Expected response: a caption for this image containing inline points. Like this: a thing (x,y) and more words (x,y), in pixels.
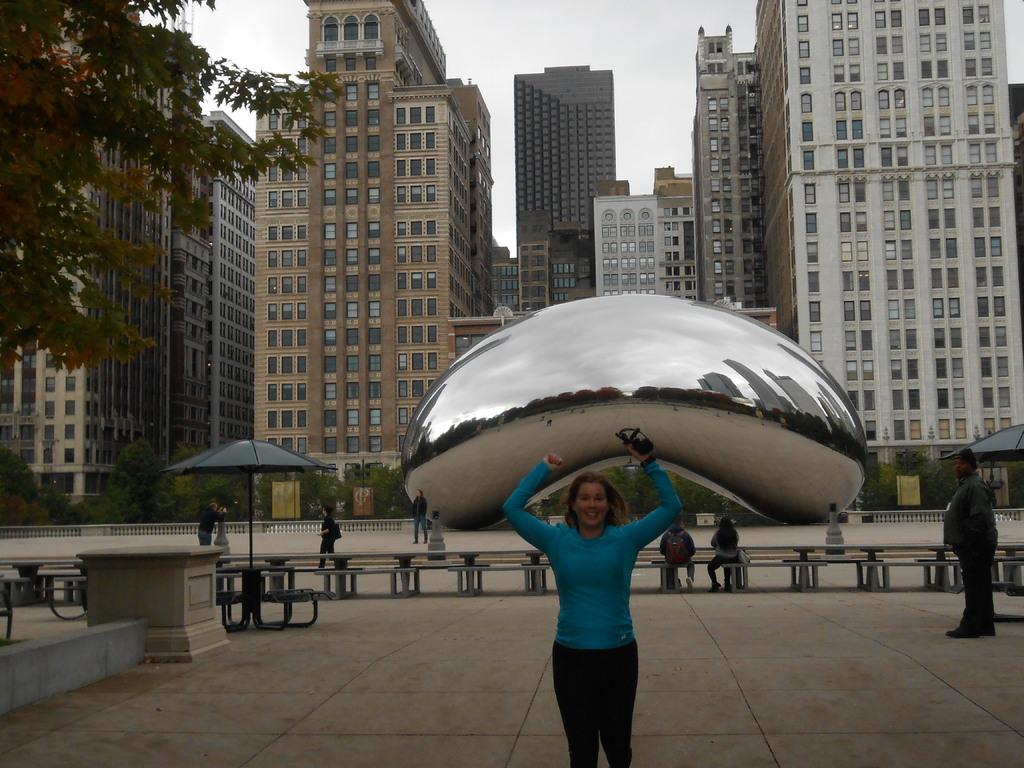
In this picture we can see group of people (608,637), few are sitting and few are standing, on the left side of the image (198,470) we can see an umbrella (250,479), in the background (215,480) we can find few trees (266,476), buildings (364,149) and a sculpture (682,370).
